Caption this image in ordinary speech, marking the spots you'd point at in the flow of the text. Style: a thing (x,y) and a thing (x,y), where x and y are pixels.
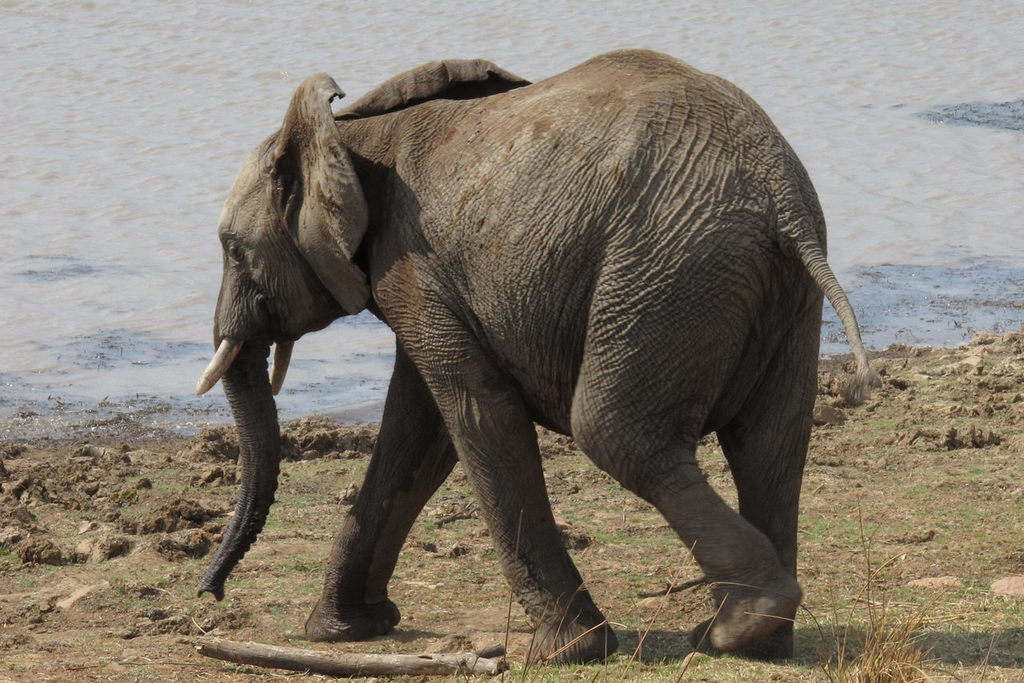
In this image in the front (582,414) there is an elephant (422,335). In the background (713,38) there is water (704,67) and in the front (698,655) there is grass (832,563) on the ground (426,649) and there is a wooden object (350,656) on the ground (449,648).
